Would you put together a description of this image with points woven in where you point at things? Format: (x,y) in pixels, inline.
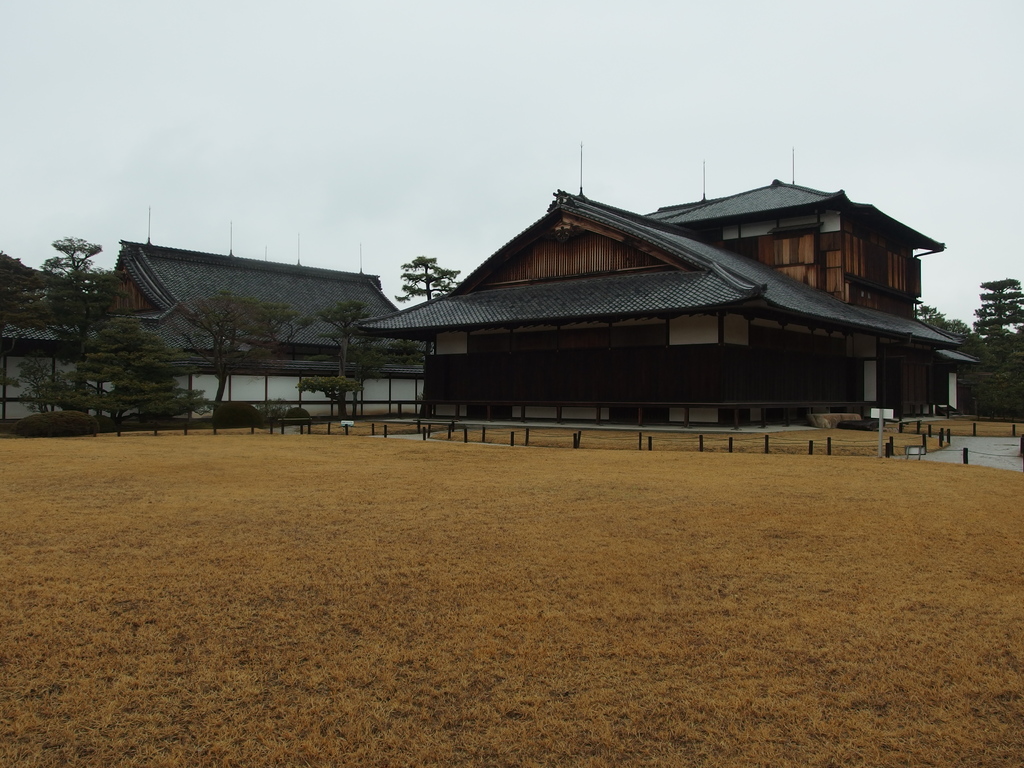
In this image there are houses (765,346). In front of the house (582,366) there is the ground (381,596). Behind the houses (789,337) there are trees (429,279). At the top (501,96) there is the sky (347,95).
